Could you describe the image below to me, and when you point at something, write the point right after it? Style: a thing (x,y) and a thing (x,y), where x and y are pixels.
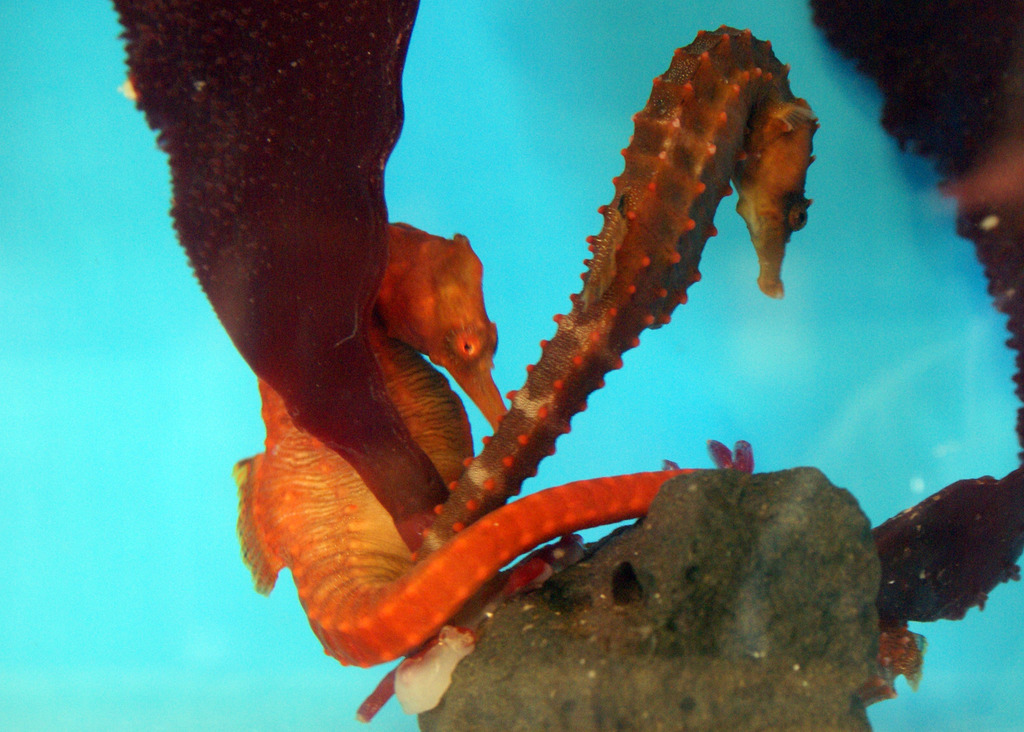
In this image I can see an aquatic animals (464,320) in the water (536,191). I can see the water (239,566) in blue color.
